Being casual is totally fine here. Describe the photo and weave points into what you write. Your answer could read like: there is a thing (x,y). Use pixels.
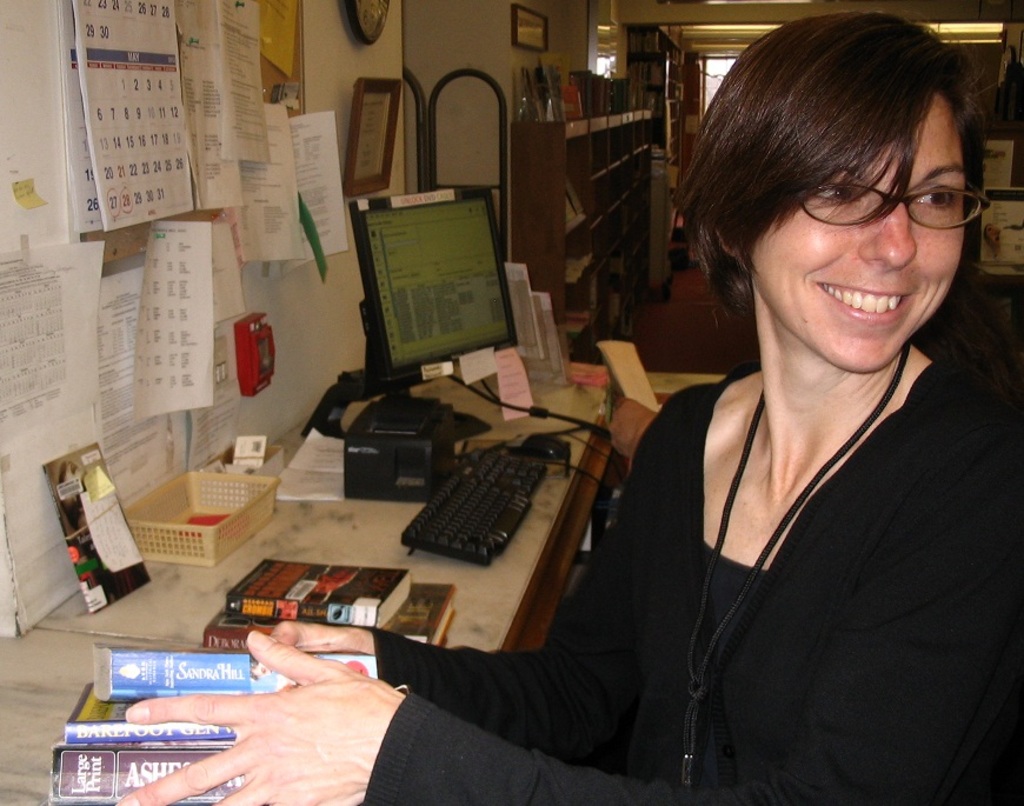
In the center of the image (543,512) there is a table (41,765) on which there are many objects (488,303). There is a lady (761,243) holding books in her hands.
